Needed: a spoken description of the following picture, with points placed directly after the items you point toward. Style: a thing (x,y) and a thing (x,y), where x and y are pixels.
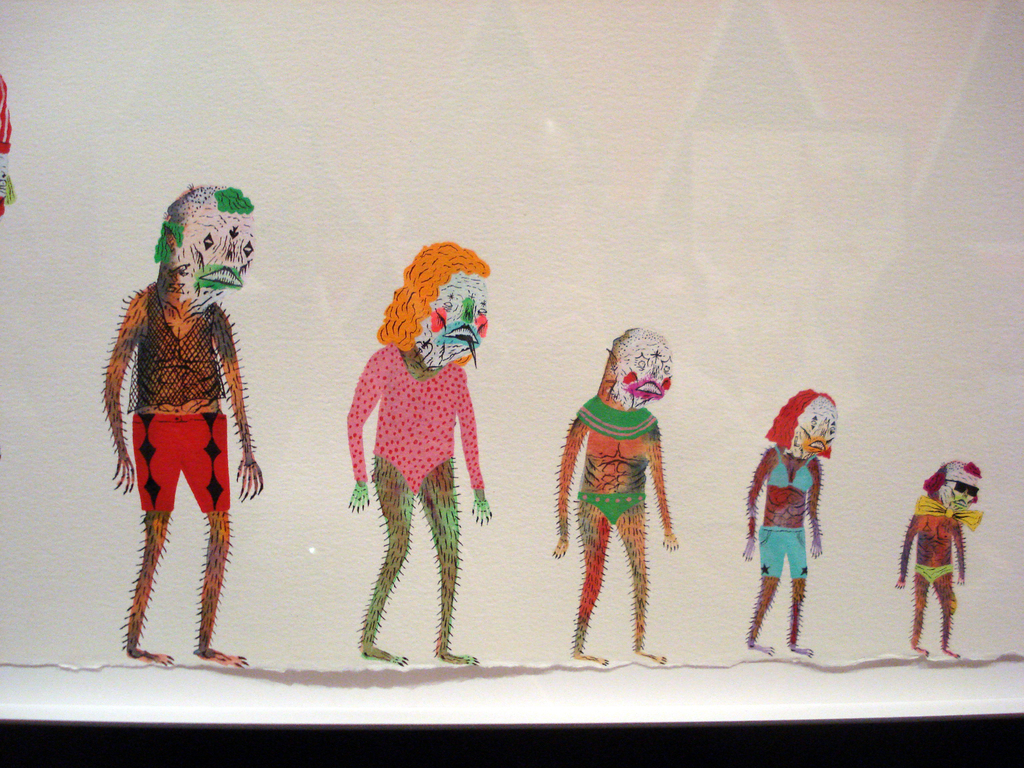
In this picture, we see a wall painting (486,506). Here, we see a wall (808,558) which is white in color.
